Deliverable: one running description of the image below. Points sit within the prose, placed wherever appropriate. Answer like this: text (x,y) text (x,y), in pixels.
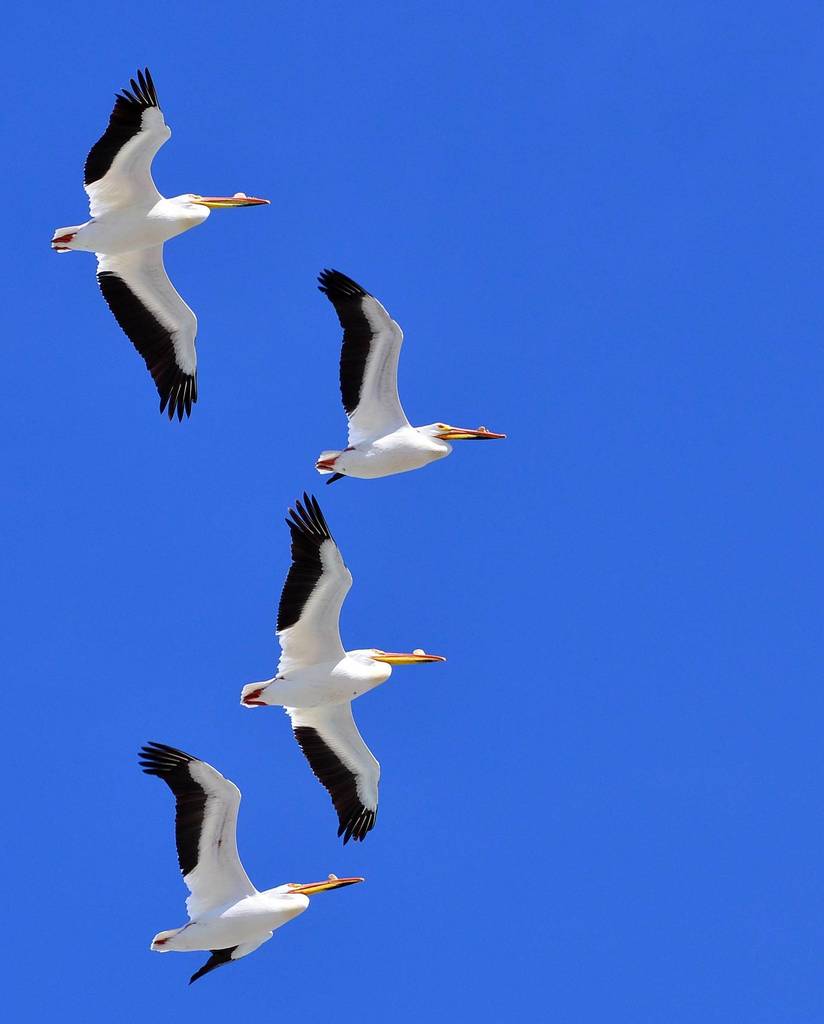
In this picture we can see four birds (148,150) flying in the air (260,375) and in the background (498,515) we can see the sky (624,501).
